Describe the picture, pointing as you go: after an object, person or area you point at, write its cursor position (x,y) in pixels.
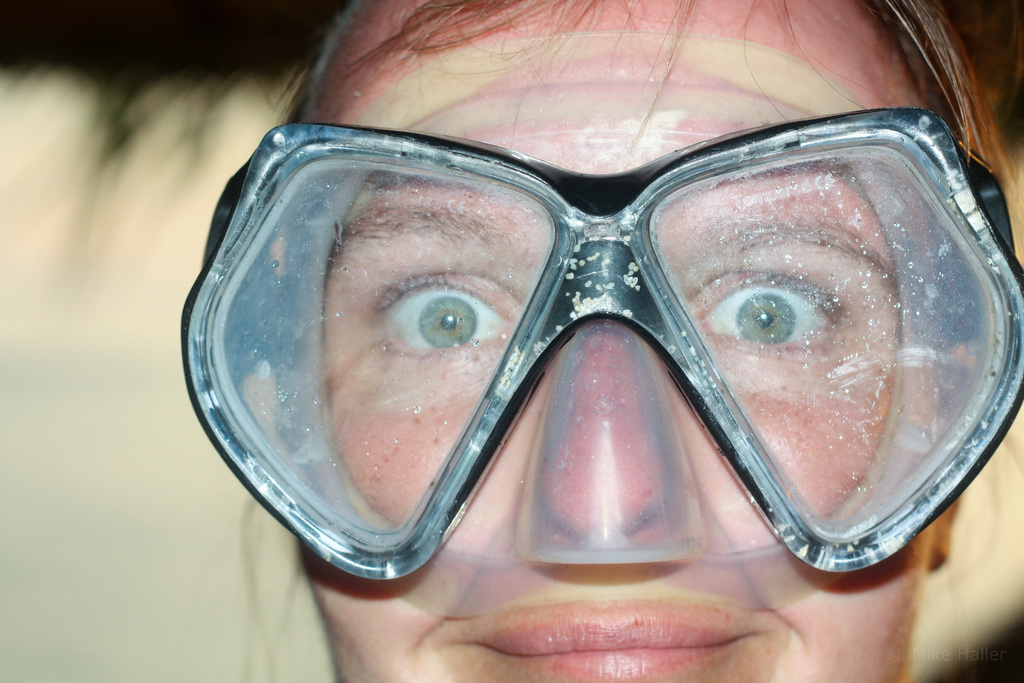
In this image we can see a person (462,293) wearing mask (445,383) to the face (396,375).
